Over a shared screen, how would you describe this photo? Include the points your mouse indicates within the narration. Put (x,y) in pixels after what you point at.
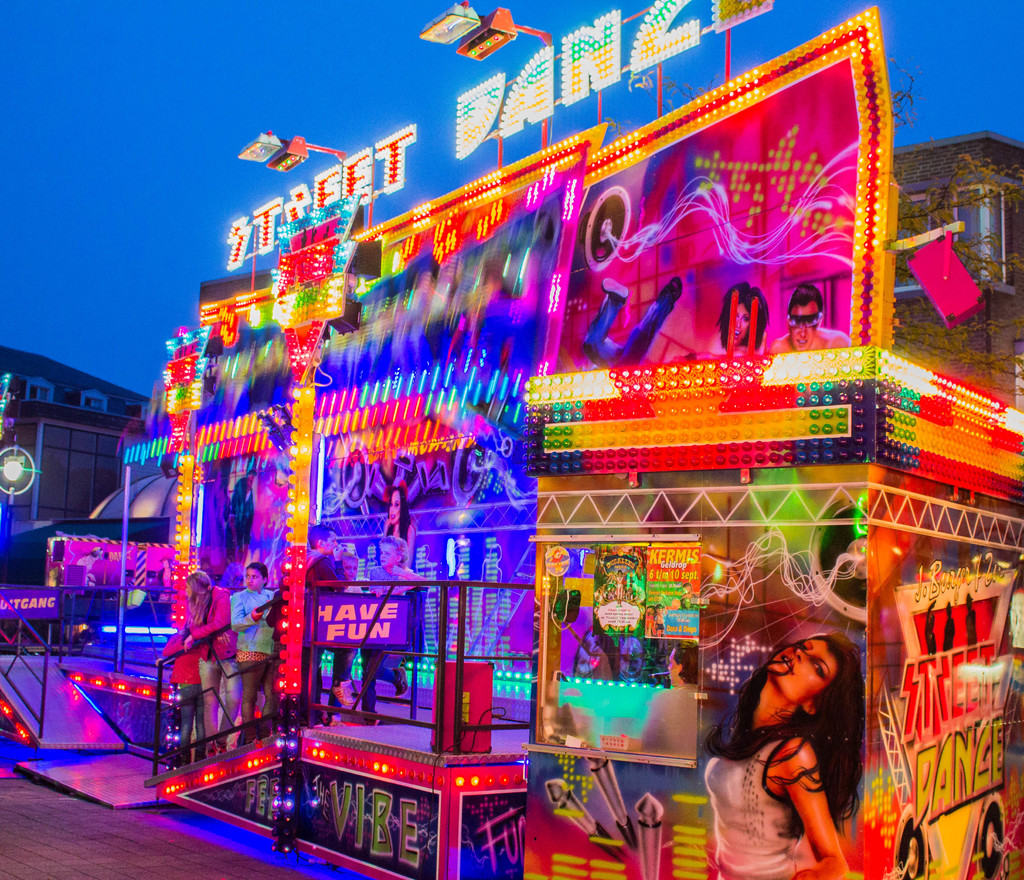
In this image there is a stall (429,559). There are many boards (509,815) with pictures (638,320) and text (359,823) on the stall (362,316). In the front (181,757) there are steps (277,746) and a railing (443,656). There are a few people (257,598) standing on the steps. At the top of the stall (846,444) there are lights (492,33). In the background (80,438) there are buildings (982,276). At the top (136,88) there is the sky (148,82).
